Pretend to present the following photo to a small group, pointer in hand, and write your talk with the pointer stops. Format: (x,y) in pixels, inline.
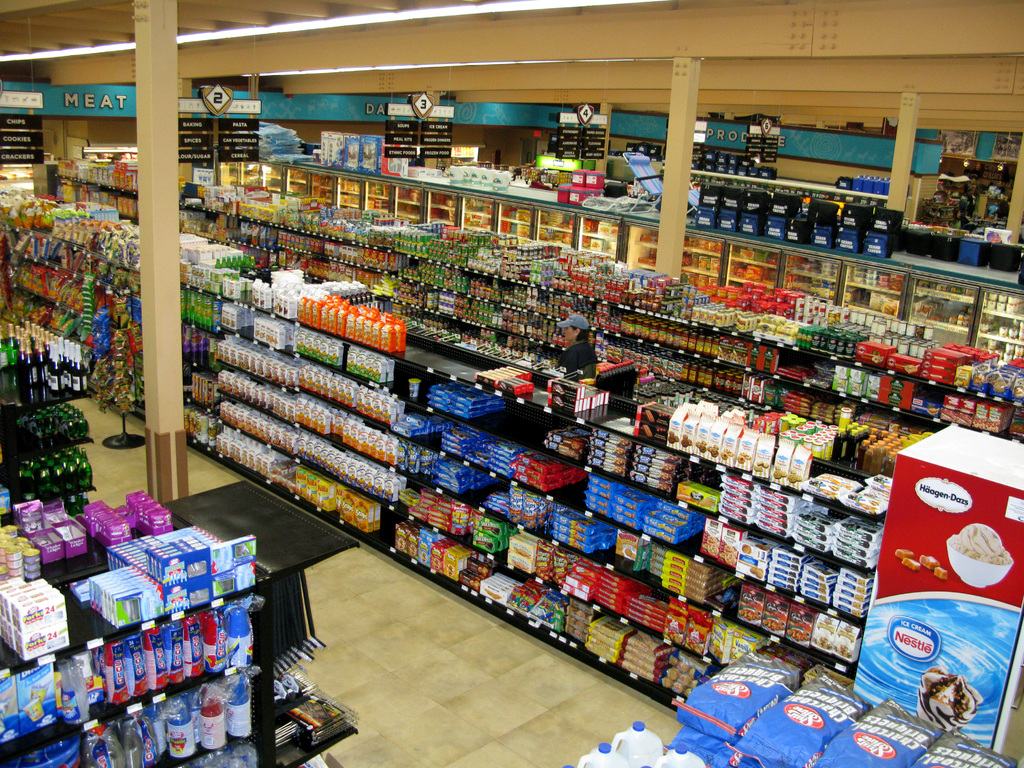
As we can see in the image, there is a supermarket (213,175) and in supermarket (372,463) there are so many racks (519,403). In racks (409,395) there are different types of items (319,285) and the floor (418,680) is in cream color.
